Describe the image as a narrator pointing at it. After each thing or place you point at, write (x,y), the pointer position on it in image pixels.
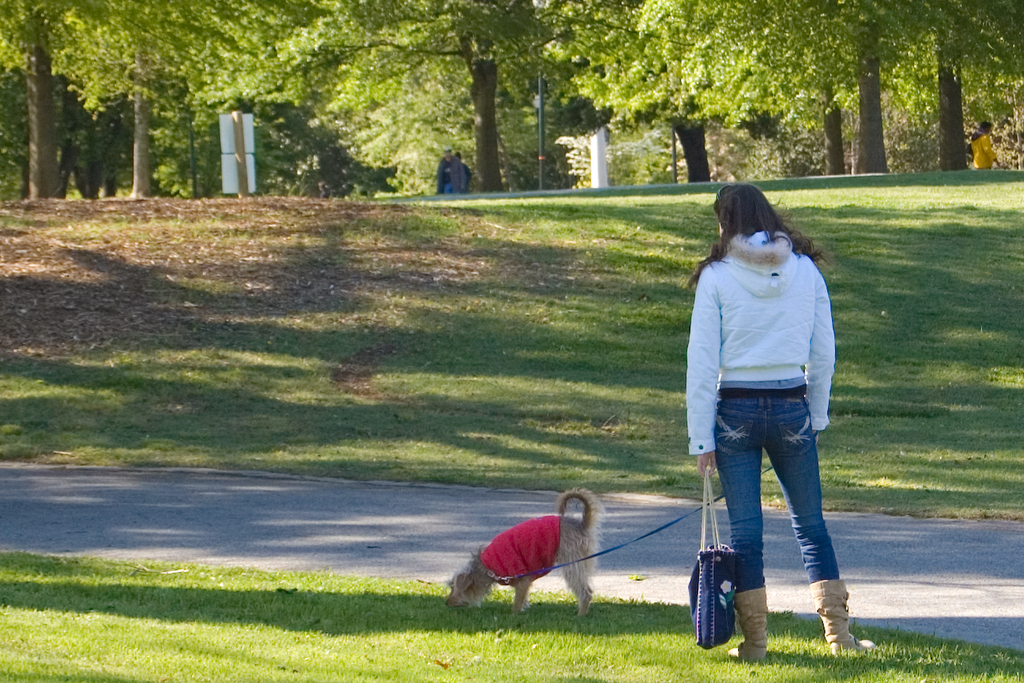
In the picture we can see a part of the grass surface (552,619) and on it we can see a woman (745,445) standing and holding a dog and beside it we can see a road (247,504) and a grass slope (29,333) and on top of it we can see trees (206,124) and the pole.
